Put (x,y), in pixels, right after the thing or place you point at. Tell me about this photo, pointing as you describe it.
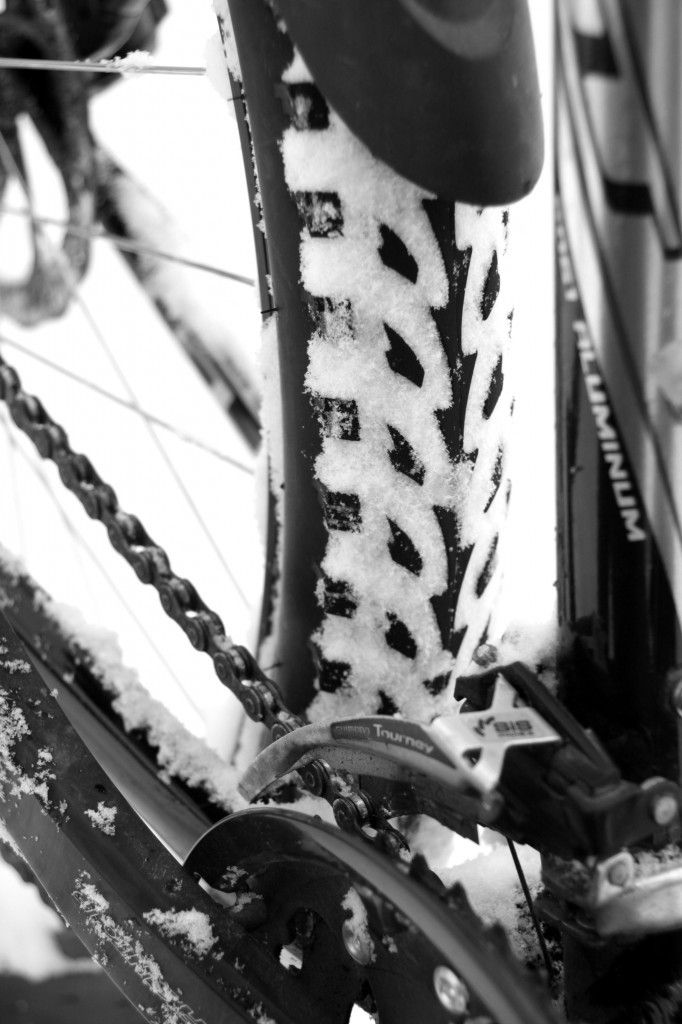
In this image we can see the back wheel (354,547) of a cycle (340,557) with chain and mudguard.
